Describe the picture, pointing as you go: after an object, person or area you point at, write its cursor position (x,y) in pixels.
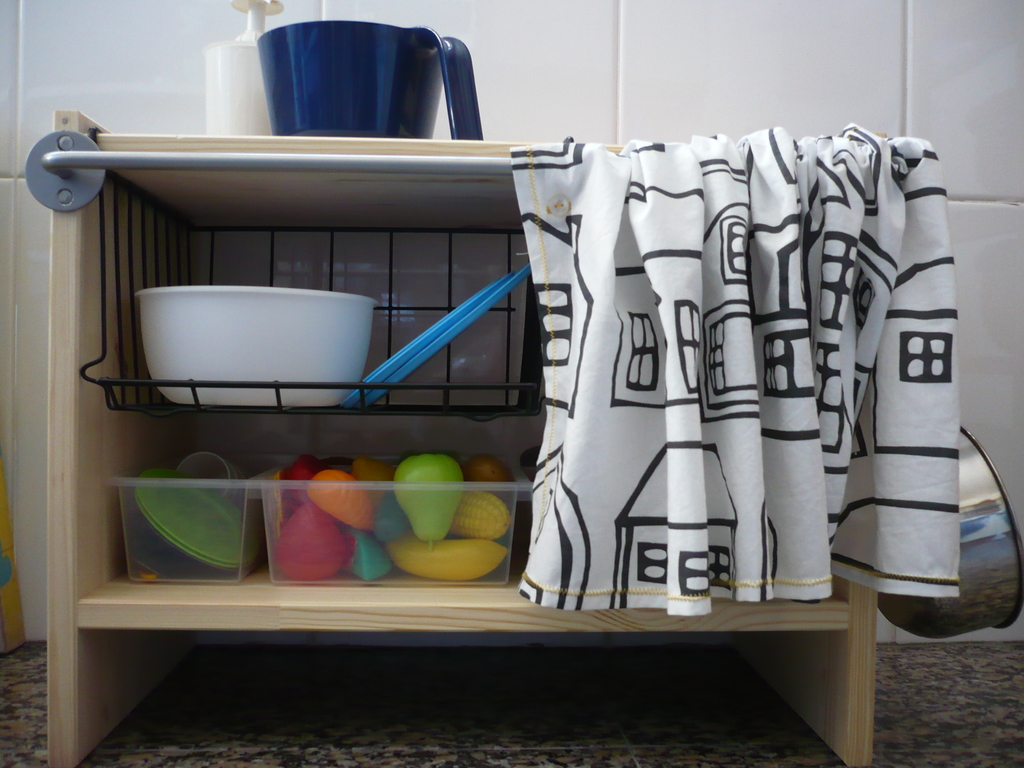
In the given image i can see the inside view of the wooden object (60,424) that includes bowl (227,371), toys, towel (602,351), rod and some other objects (977,565).
